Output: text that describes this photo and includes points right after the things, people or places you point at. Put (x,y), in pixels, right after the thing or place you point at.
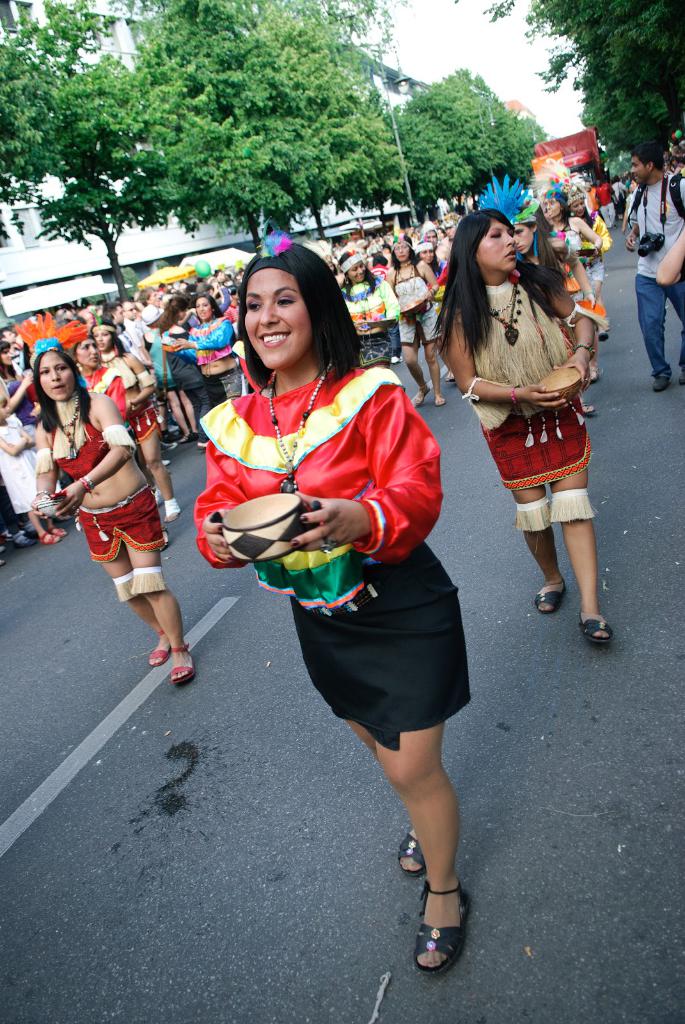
This picture is clicked outside the city. In front of the picture, we see a woman (271,465) in the red dress (299,476) is holding a bowl (281,521) in her hands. She is smiling. Behind her, we see people (507,306) wearing costumes (410,299) are walking on the road (621,329). On the right side (656,316), the man (643,164) in grey T-shirt (651,195) is walking on the road (682,402). He has a camera (653,249). In the background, we see a vehicle (573,171) in red color is moving on the road (612,323). There are trees (289,132) and building (132,229) in the background (128,211).
